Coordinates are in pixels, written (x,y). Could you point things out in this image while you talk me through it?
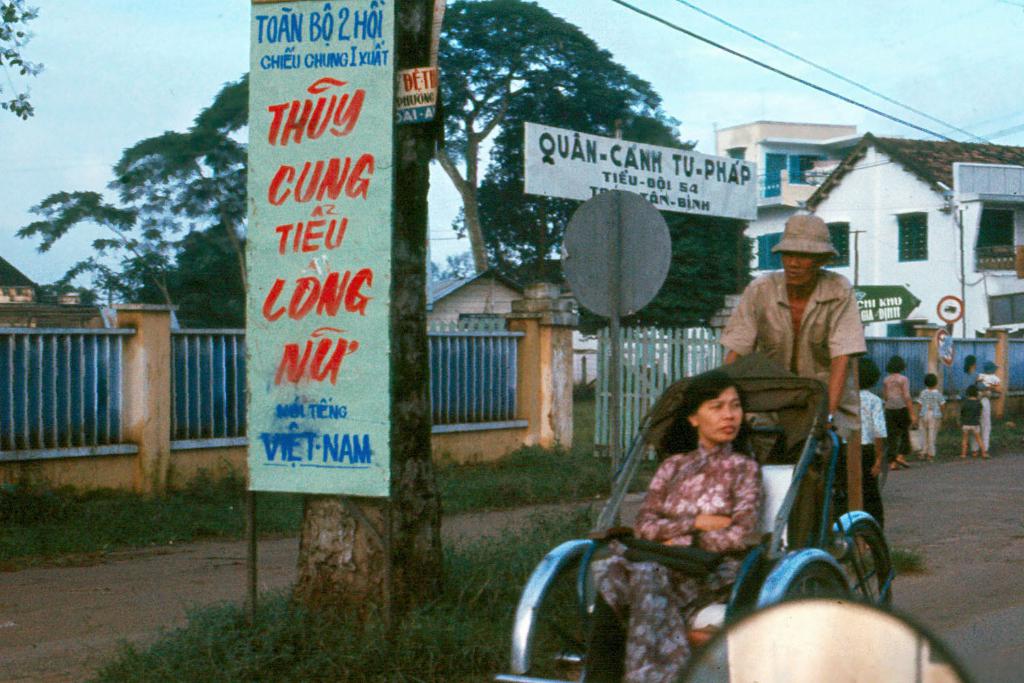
In the image there is a man (806,278) riding rickshaw (749,399) with a woman (730,465) in it, in the back (939,356) there are buildings (910,282) and a fence (931,362) on the right side (698,333) with few people (932,409) walking over the road (1006,469) and above its sky (804,108).
